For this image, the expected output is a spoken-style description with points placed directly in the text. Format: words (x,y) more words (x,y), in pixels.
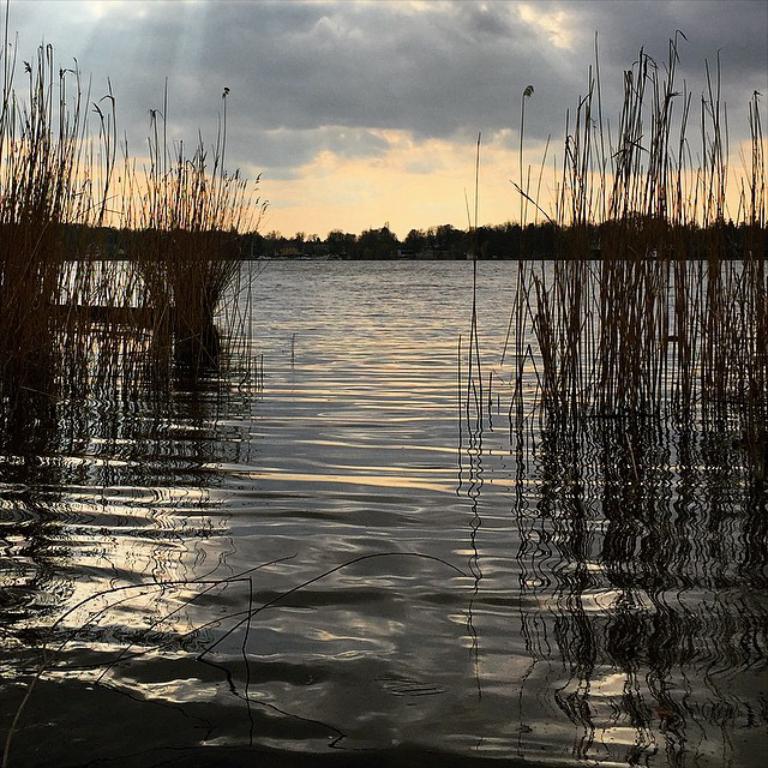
In this image we can see the grass (712,318), trees (248,247) and also the water (314,398). At the top (393,77) there is sky (457,105) with the clouds (393,77).
